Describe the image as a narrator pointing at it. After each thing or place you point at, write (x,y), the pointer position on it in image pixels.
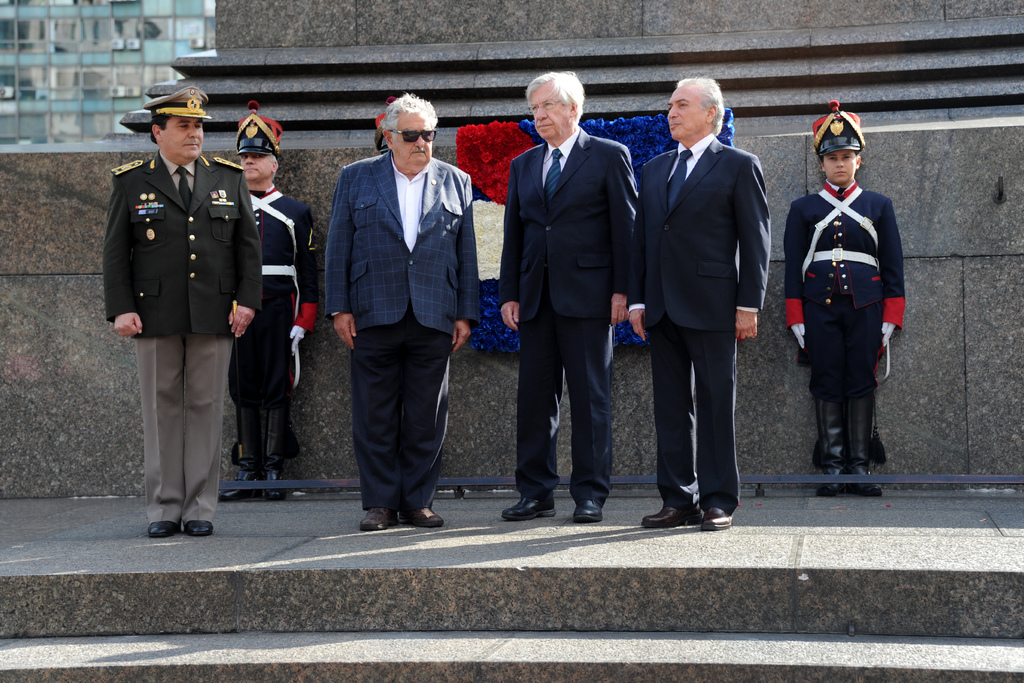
In the center (585,399) picture there are men (551,211) standing. In the foreground (542,614) there is staircase (787,579). In the background (472,52) there is a construction (445,24). At the top left (139,53) there is a building (139,33).
